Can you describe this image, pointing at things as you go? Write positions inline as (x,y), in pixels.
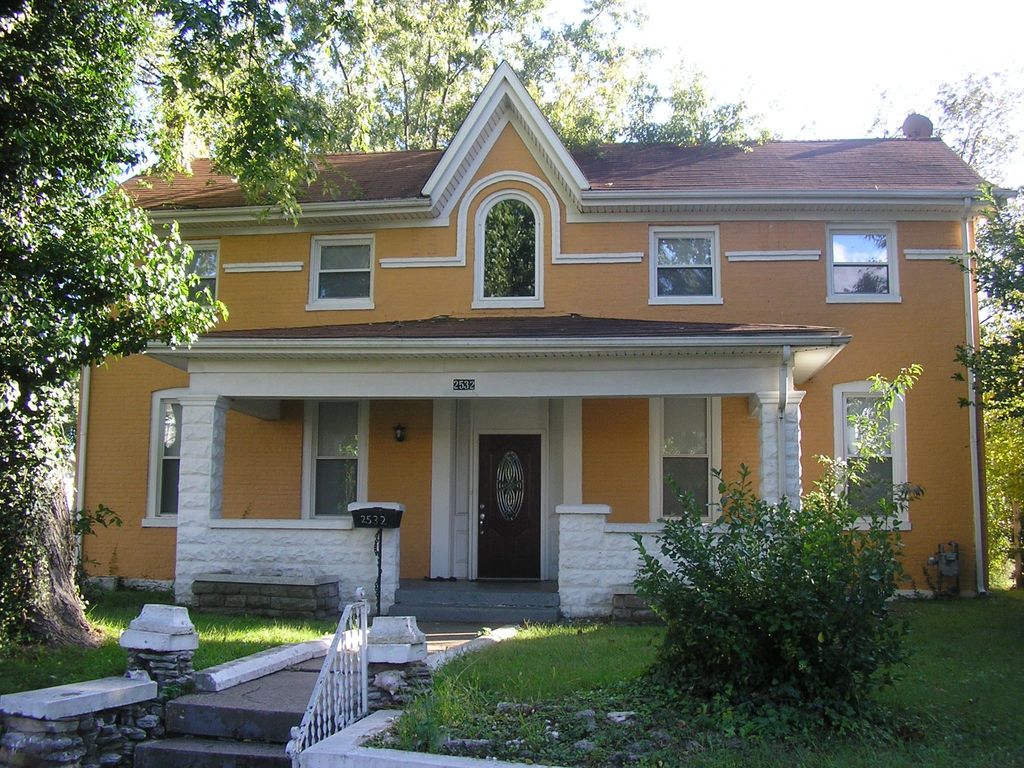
In this image we can see a building (595,367), few trees (19,472), grass (581,661), railing (354,619), stairs (219,726) and the sky (783,43) in the background (808,50).
